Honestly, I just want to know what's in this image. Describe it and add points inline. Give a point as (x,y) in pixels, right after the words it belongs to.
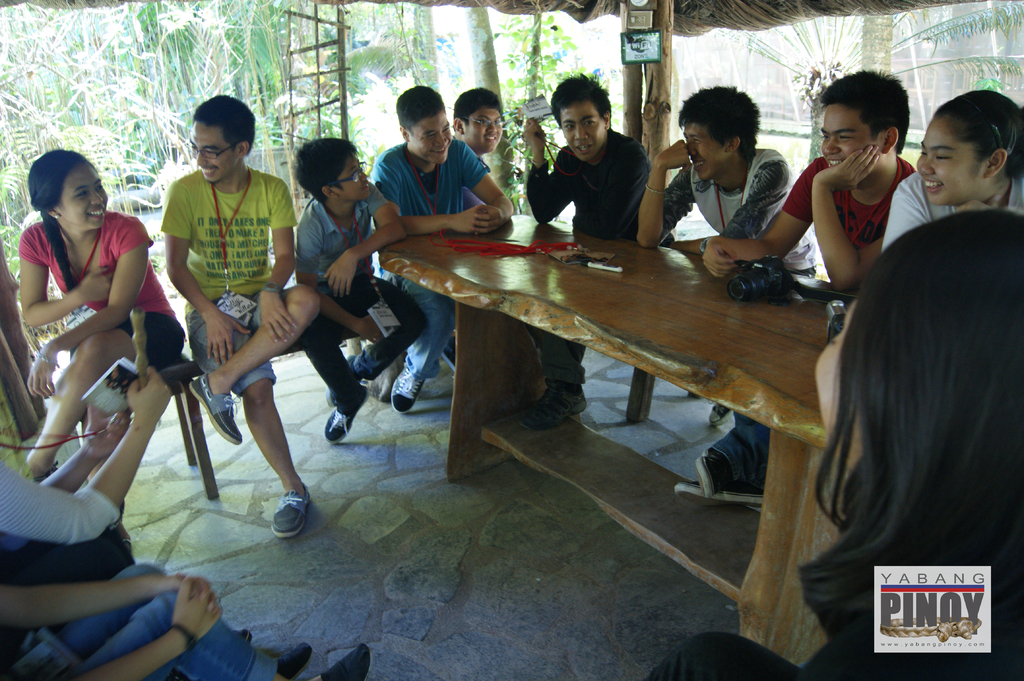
In this image on the left side (106,34) corner i can see a trees (95,127) and there are the group of persons (898,411) sitting around the table (535,268) and they are smiling and i can see a table (538,286) in front of them, on the table (697,280) i can see a camera (754,273) and right corner (933,600) i can see a text (924,611) written and there is a switch board (648,23) attached to the stick (669,51) on the middle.
